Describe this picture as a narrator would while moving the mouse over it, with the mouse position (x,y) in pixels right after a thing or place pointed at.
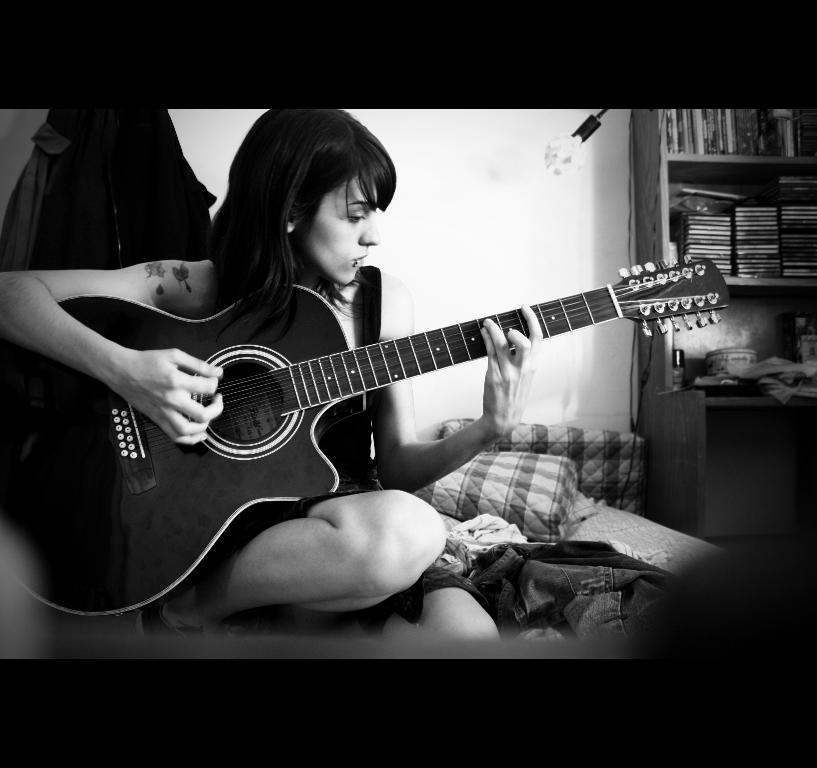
This is a black and white image. We can see a lady (521,336) playing a musical instrument (543,326). We can see some clothes (543,585). We can see the shelves (762,395) with objects (771,224) in it. We can see the wall (483,233).
